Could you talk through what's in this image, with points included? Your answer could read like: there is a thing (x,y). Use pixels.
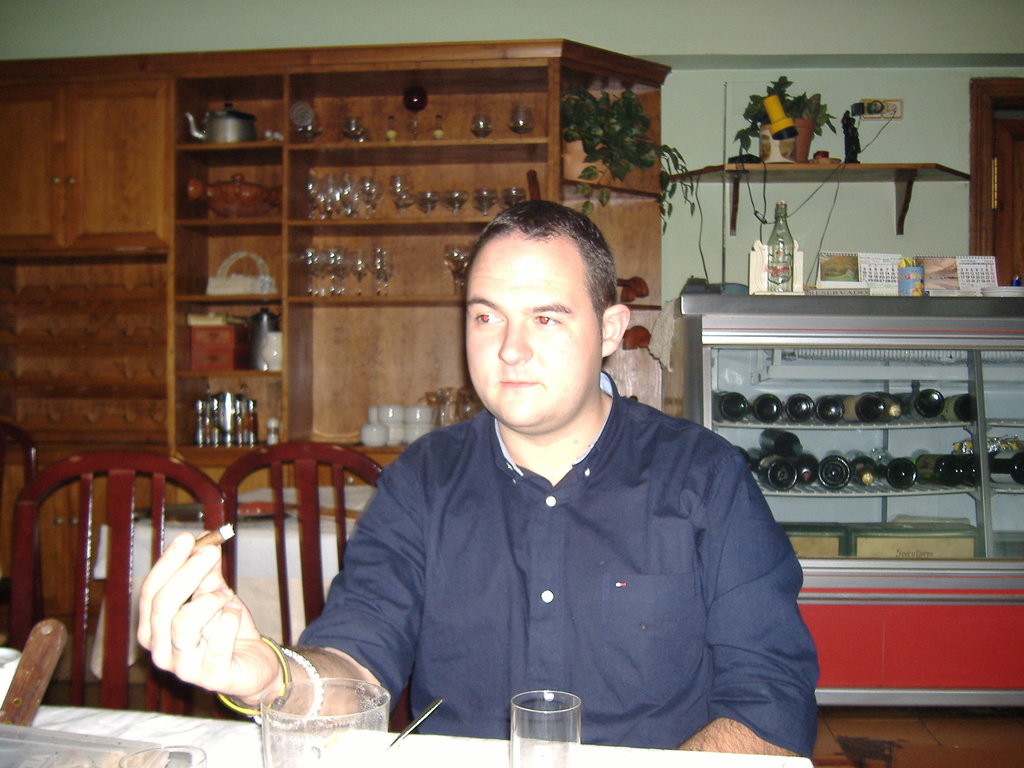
Here we can see a man (560,500) sitting on a chair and he is holding a cigarette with his hand (214,625). On the table (212,746) there are glasses (288,737) and there are chairs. In the background (268,369) we can see a rack (268,395), glasses (466,406), bottles (807,467), plants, and a glass box (830,371). There is a wall (908,105).
